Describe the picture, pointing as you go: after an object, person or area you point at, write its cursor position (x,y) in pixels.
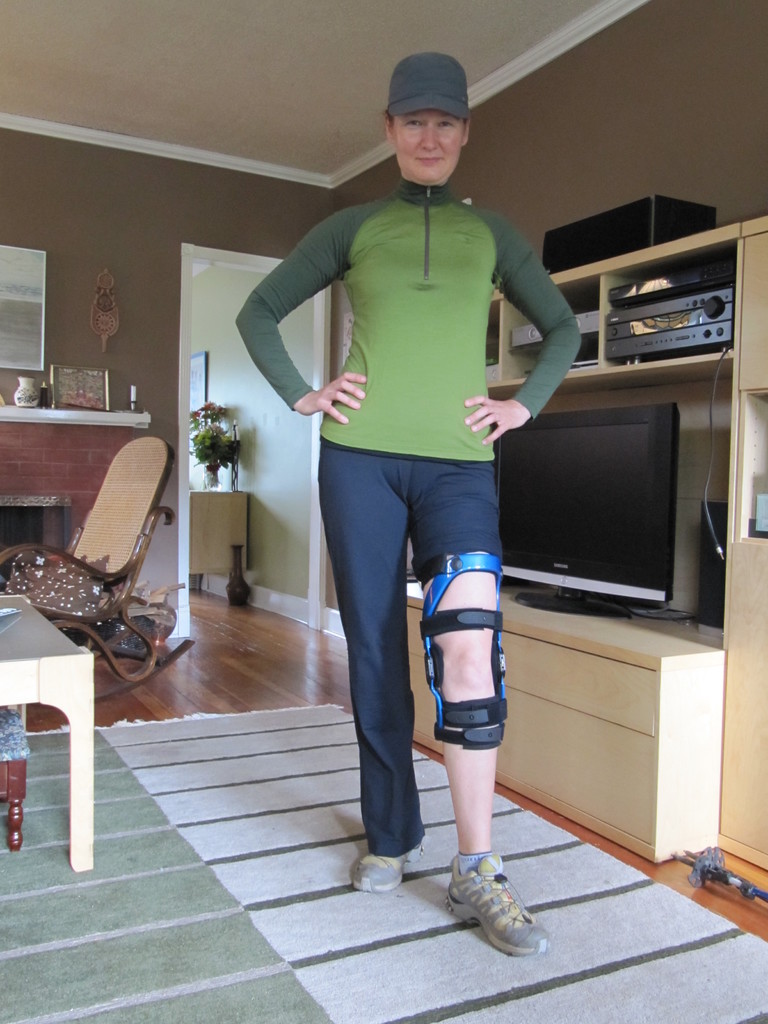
There is a woman (392,499) standing and having a belt (430,636) tightened to one of her leg (463,666) and there is a television (508,504) and a home theater (640,336) and a chair (109,538) behind her.
